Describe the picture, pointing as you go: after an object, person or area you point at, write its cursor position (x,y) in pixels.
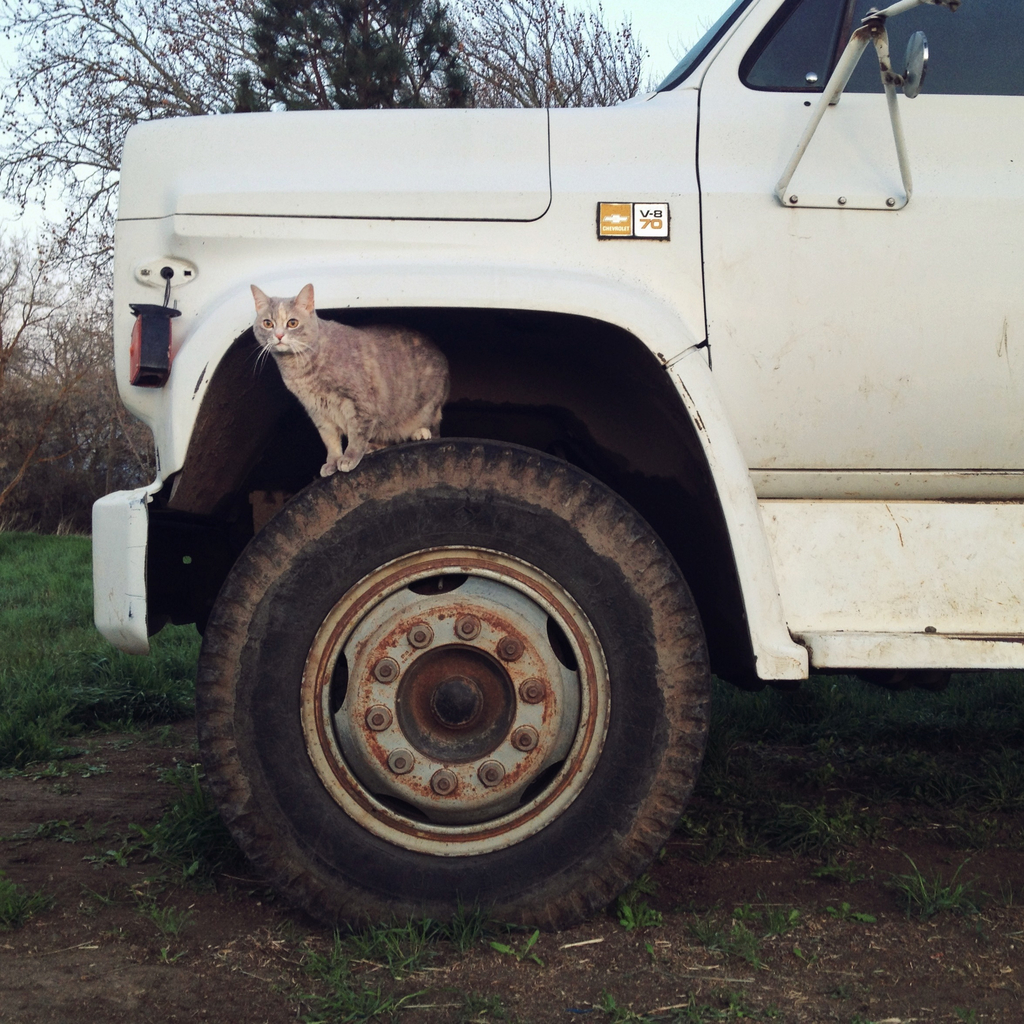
In this image there is a vehicle (748,83) and we can see a cat (390,420) on the tire (408,549). In the background (665,18) there are trees (554,63) and sky (652,49). At the bottom (949,888) there is grass (945,902).
